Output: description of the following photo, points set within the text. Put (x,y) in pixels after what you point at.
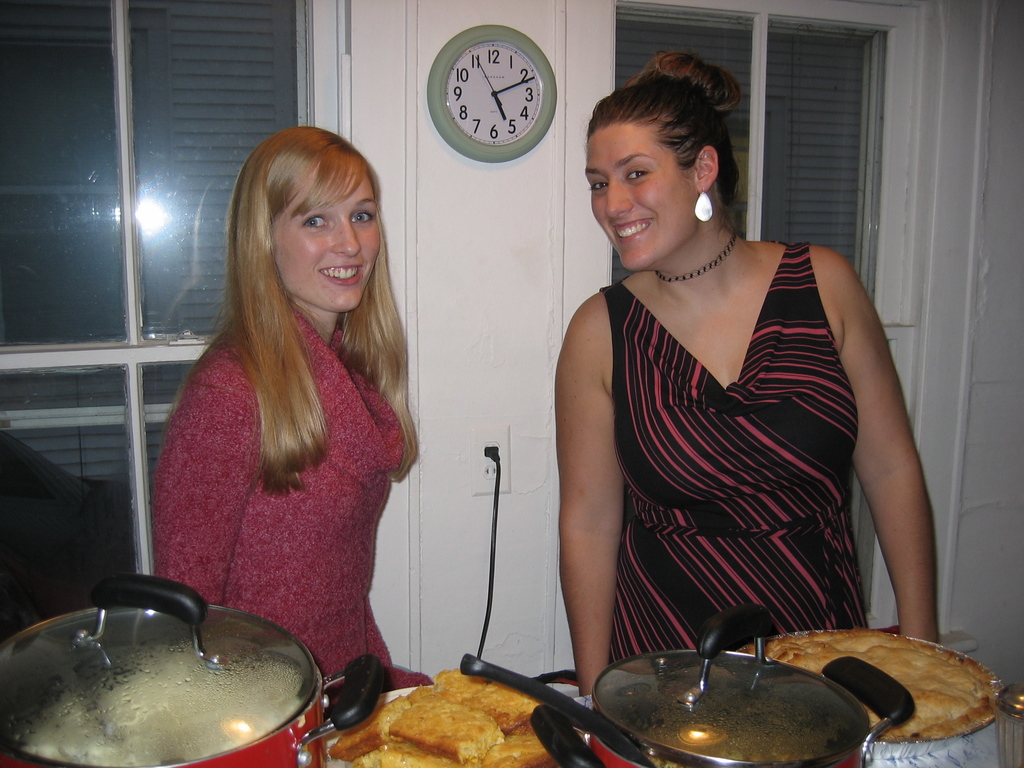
In this picture there are two women (573,496) standing and there are few eatables (482,713) and pans (281,660) in front of them and there is a clock (493,91) attached to the wall (430,133) behind them.
